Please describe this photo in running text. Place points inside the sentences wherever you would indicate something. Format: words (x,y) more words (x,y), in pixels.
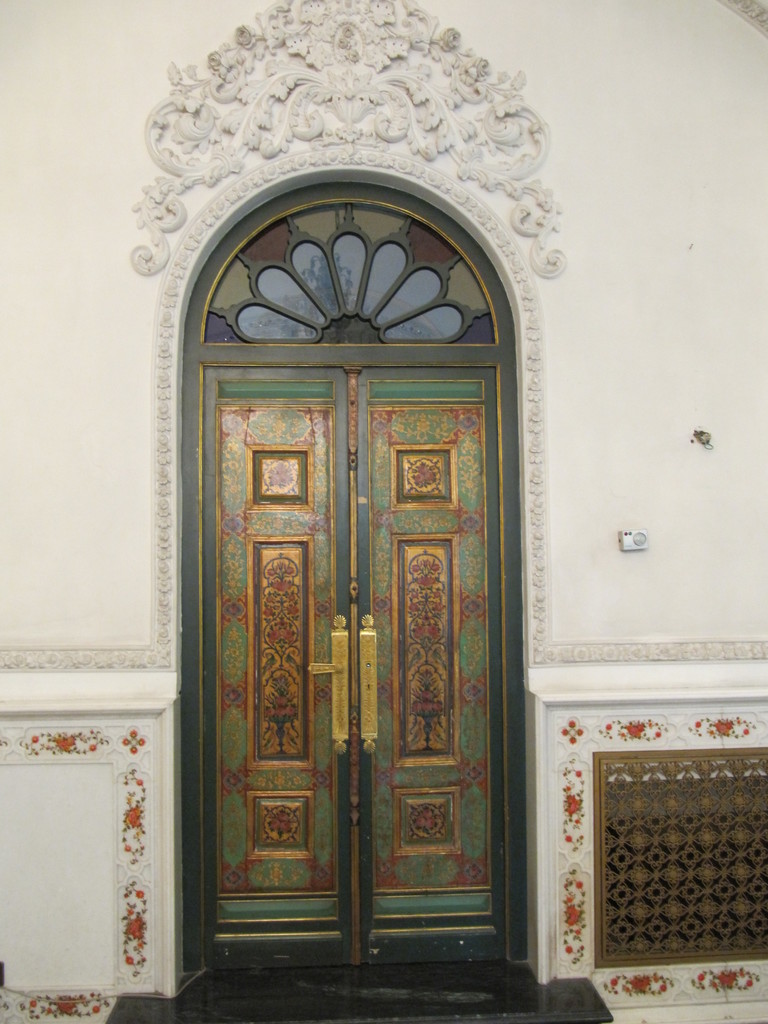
In this image I can see a building (677,359). I can see the colorful doors (398,526) and a white wall (672,460).
